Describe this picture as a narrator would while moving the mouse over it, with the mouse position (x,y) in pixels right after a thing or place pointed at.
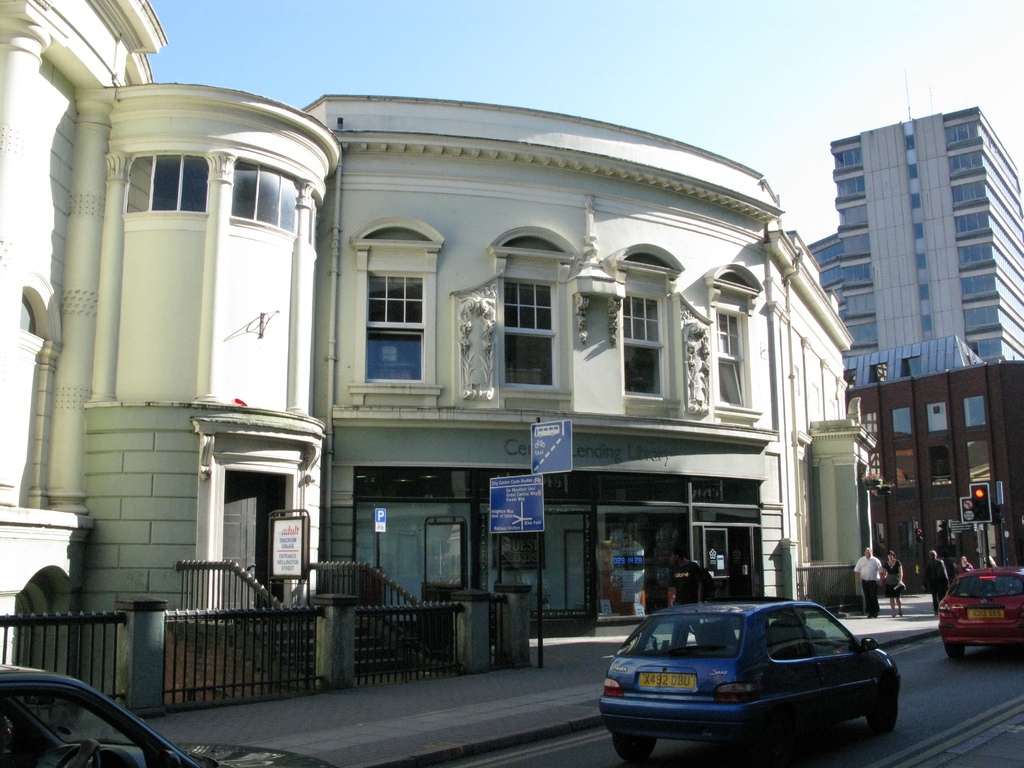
In the picture I can see the buildings (904,125) and glass windows (203,196). I can see the metal fence (370,600) and there are caution board poles (536,485) on the side of the road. There are a few people (945,570) walking on the side of the road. In the foreground (203,759) I can see the cars (968,602) on the road (897,651). There is a traffic signal pole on the side of the road (1001,652) and it is on the right side (999,507). The sky (743,56) is clear.
